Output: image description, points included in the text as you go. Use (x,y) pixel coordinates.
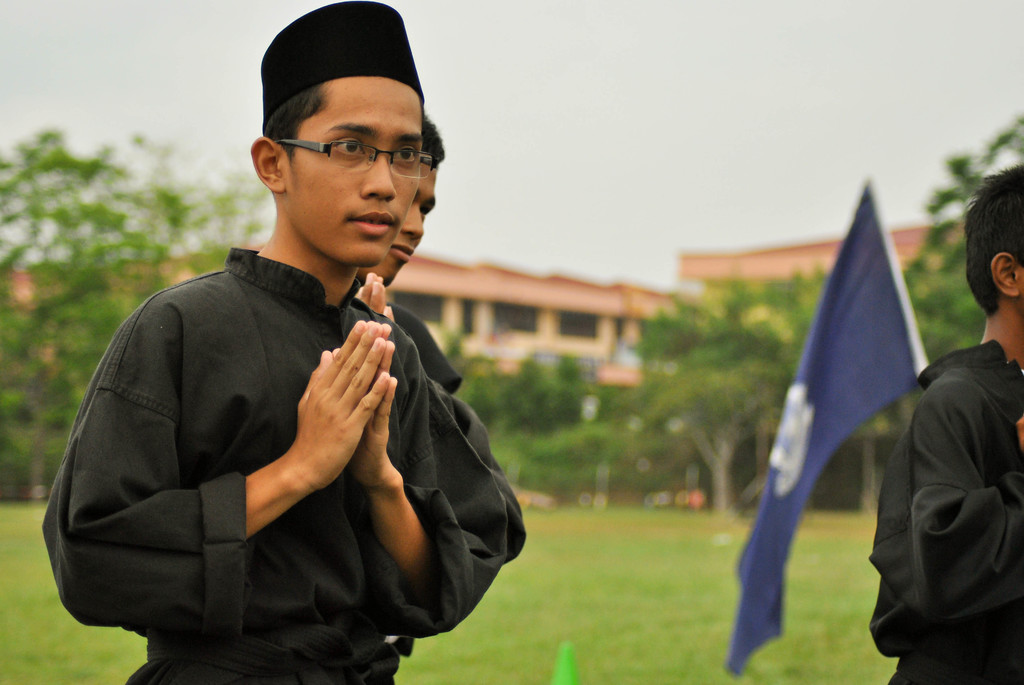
In this image I can see three boys (378,341) are standing, I can see all of them are wearing black colour dress (916,405). Here I can see he is wearing specs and a black cap (312,67). In the background (642,536) I can see grass ground (673,564), blue colour flag (840,339), a building (538,353), number of trees (486,414), a green color thing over here and I can see this image is little bit blurry from background (113,214).
